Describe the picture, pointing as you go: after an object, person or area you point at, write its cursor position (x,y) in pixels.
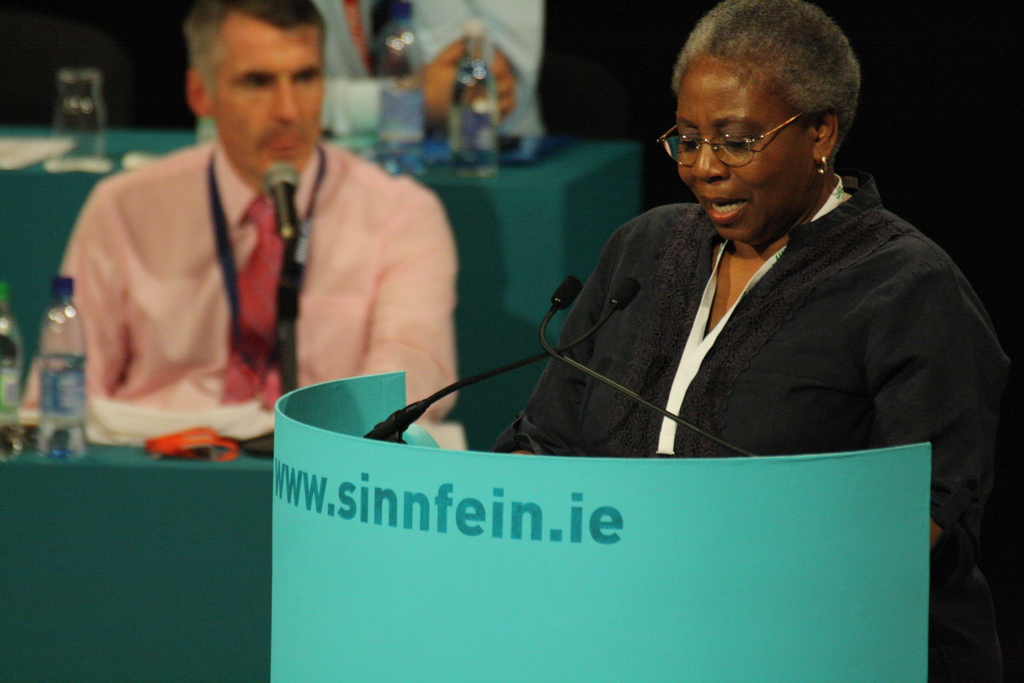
In this image in the foreground (670,351) there is one woman (665,368) who is standing, and in front of her there is one podium (413,481) and mike (495,374) it seems that she is talking. In the background (223,290) there are two persons (289,155) who are sitting, there is one mike (285,203) and in front of them there are some bottles (396,86) and glasses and some tissue papers (40,152).
